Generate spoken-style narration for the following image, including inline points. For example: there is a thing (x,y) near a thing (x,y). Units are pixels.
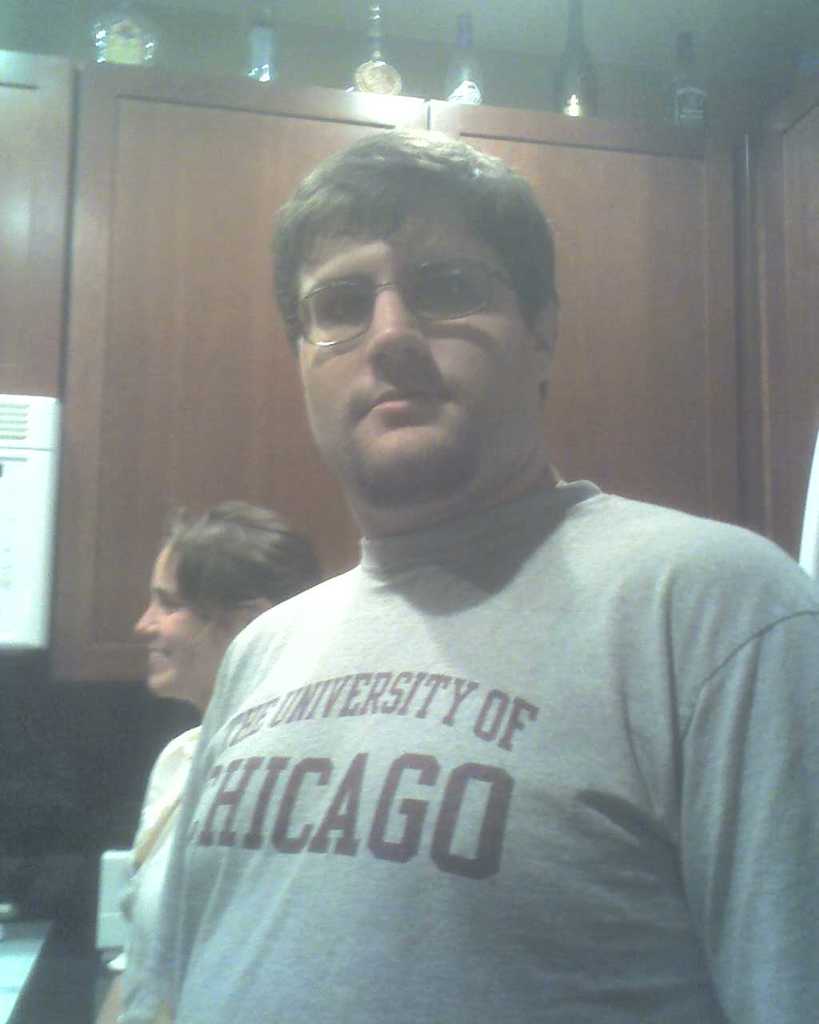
At the bottom of this image (683,735), there is a person (567,592) in a gray color t-shirt (350,963) wearing a spectacle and standing. In the background (33,4), there are bottles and an object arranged on the top of the wooden cupboards (596,125), there is a woman (202,609) smiling and standing, there is a ceiling (550,3), a wall (309,49) and other objects (11,588).
